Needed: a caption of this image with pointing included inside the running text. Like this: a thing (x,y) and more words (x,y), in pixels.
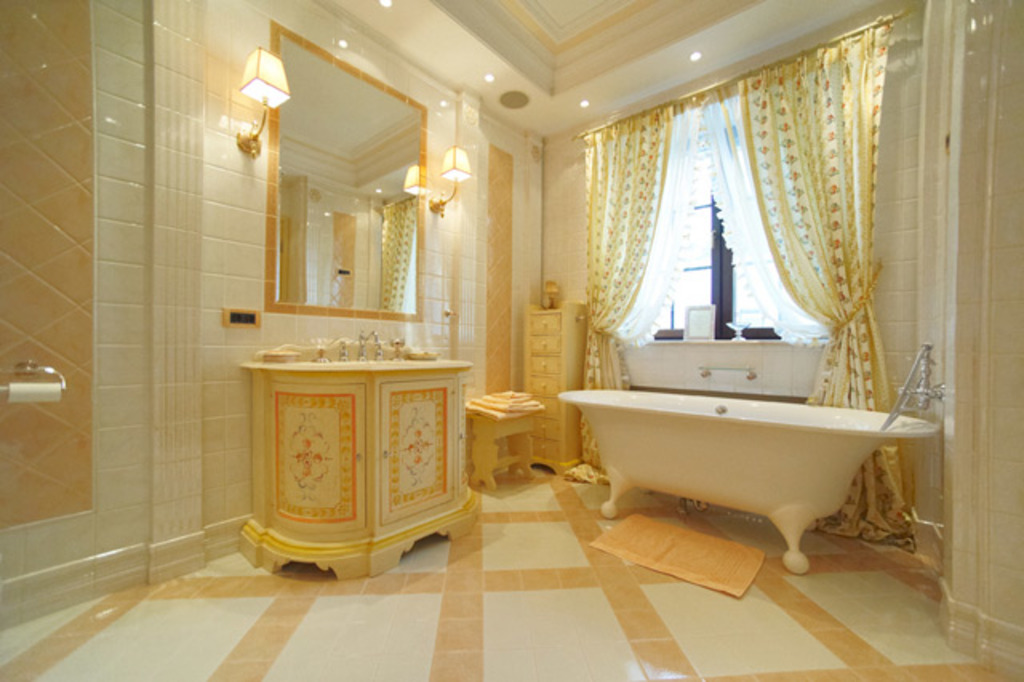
This picture is clicked inside. On the right (818,436) we can see the bathtub (729,441) and a tap (930,389). On the left (268,75) we can see the wall mounted lamps (454,162) and wall mounted mirror (328,88) and we can see the cabinets (451,376) containing some objects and we can see the towel (520,413) placed on the top of the table (503,429). At the top (620,8) there is a roof (571,22) and the ceiling light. In the background (546,150) we can see the wall (555,162), window (720,282), curtains (757,302) and some objects (691,328) and we can see the reflection (357,175) of the curtains (406,237) and the wall (336,219) in the mirror (345,186).
